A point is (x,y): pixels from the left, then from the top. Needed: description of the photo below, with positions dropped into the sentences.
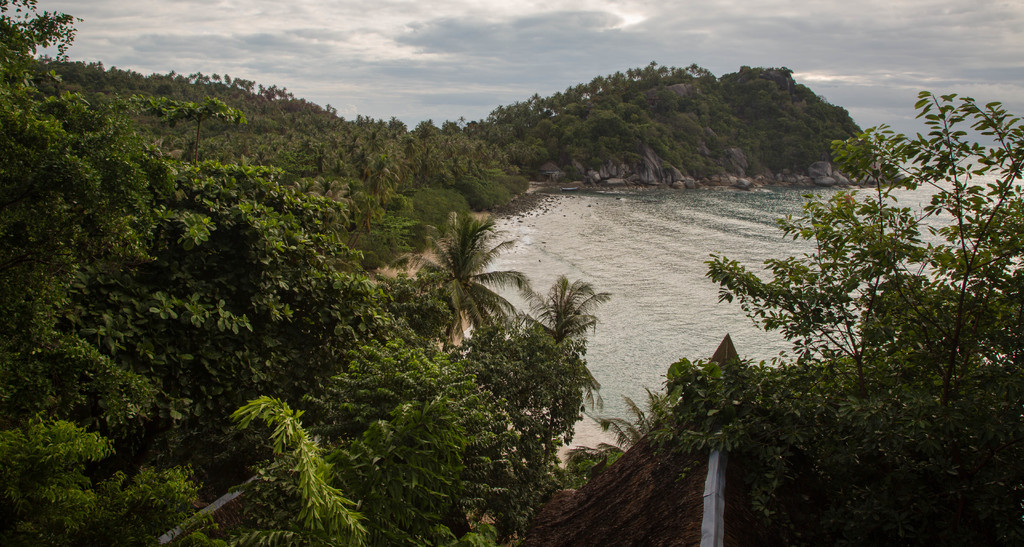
In this image I can see few trees (185,250), the roof (554,516) of building (565,509) and the water (683,304). In the background (795,169) I can see few rocks (824,168), a mountain (759,156) and the sky (498,39).
